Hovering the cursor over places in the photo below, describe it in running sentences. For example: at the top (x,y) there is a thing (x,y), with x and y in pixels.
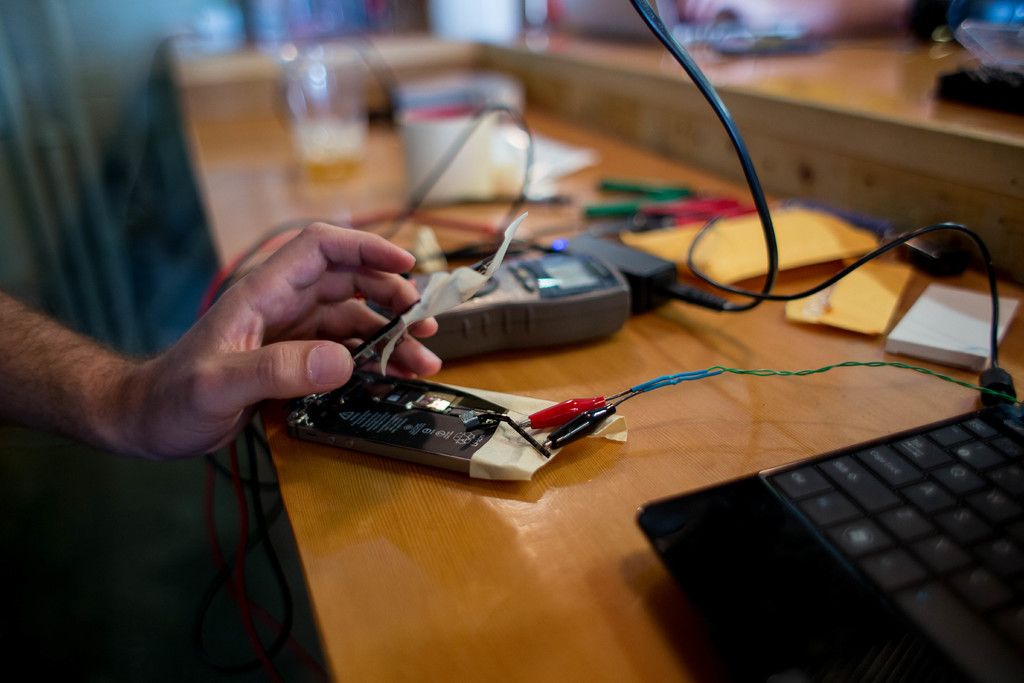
In this image, we can see a table (594,611), there is a laptop (924,512) on the table (589,592), we can see the hand (173,399) of a person (181,368) and there are some objects (529,265) kept on the table (780,282).
